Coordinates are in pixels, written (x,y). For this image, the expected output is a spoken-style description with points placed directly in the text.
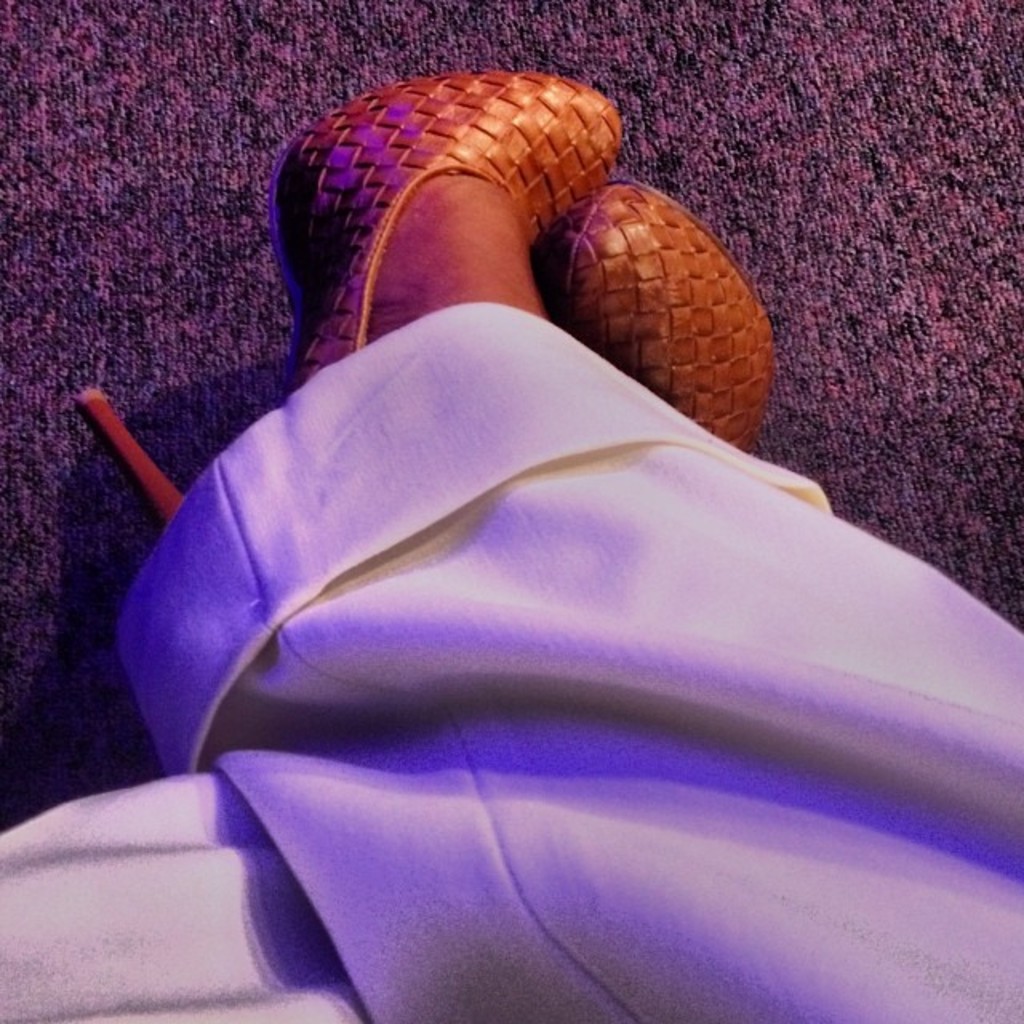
In the picture we can see a woman's legs (487,855) with a white color trouser (584,869) and heels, which are golden in color and under it we can see a floor mat (960,163).
